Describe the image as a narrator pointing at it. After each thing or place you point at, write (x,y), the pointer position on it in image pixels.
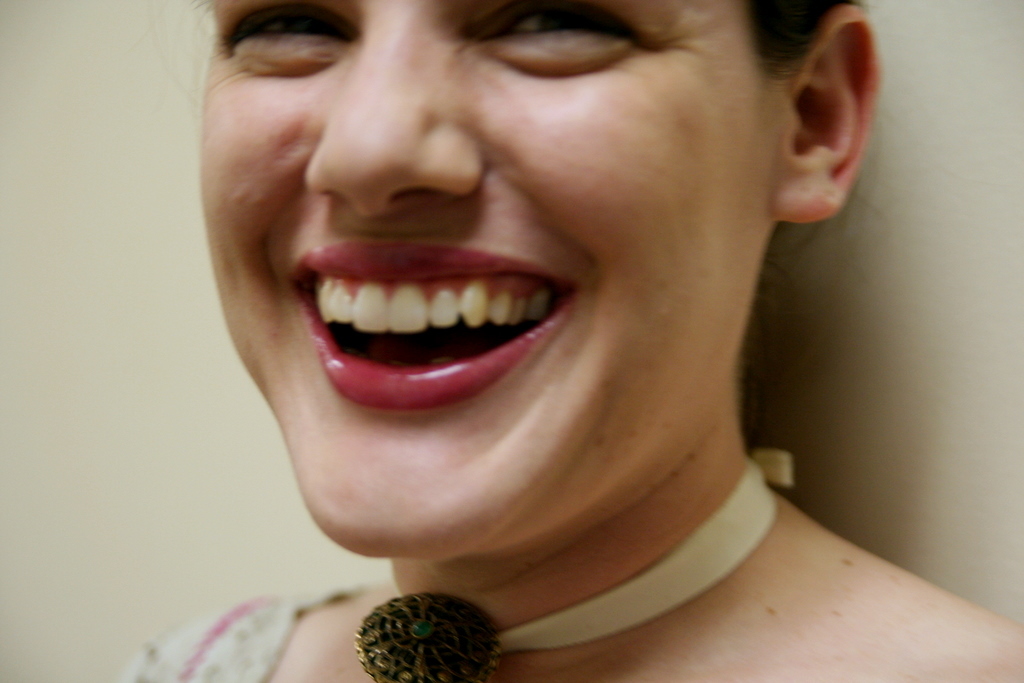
In this picture there is a woman (371,492) smiling, behind her we can see wall (918,454).
